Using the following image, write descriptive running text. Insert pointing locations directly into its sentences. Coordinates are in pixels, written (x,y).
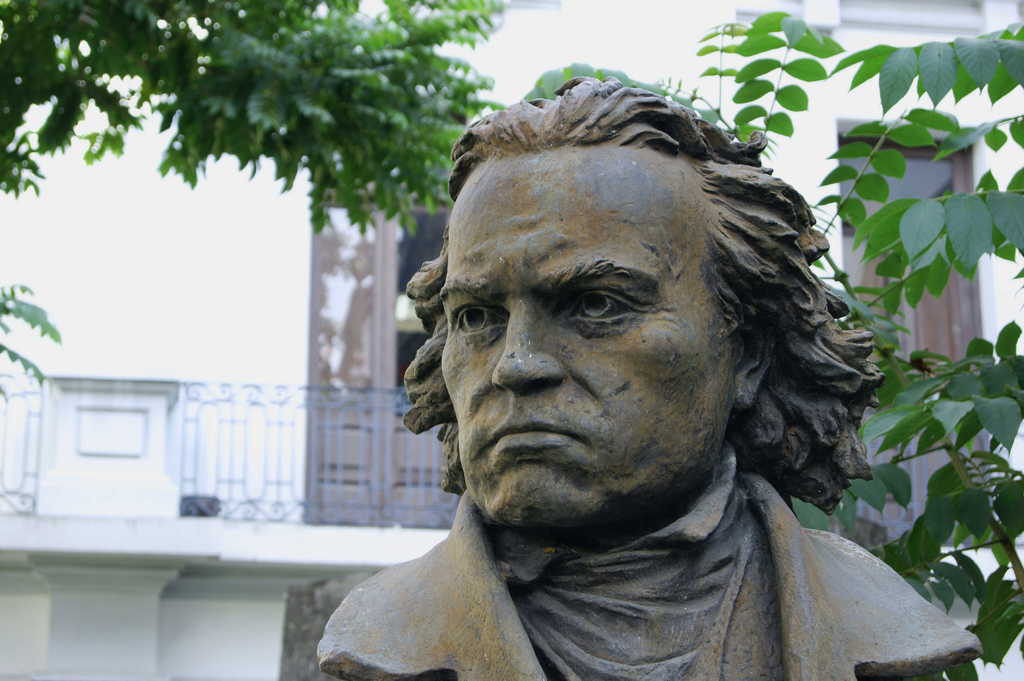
In this picture I can see statue (459,341) of a man (825,425) and I can see building (522,1) in the back (869,13) and I can see couple of trees (933,505).
